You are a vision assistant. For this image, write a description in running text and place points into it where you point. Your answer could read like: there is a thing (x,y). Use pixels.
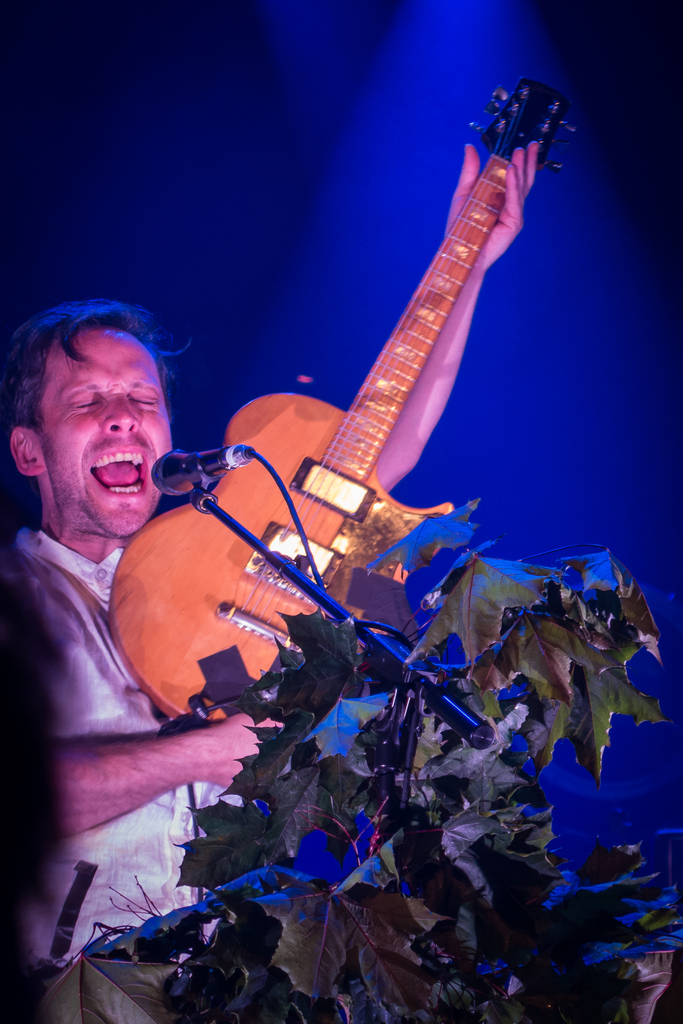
In this image I can see a person (453,325) holding a guitar (293,473) standing in front of mike (289,563) and I can see plant (634,699), background (64,148) is in blue color.
